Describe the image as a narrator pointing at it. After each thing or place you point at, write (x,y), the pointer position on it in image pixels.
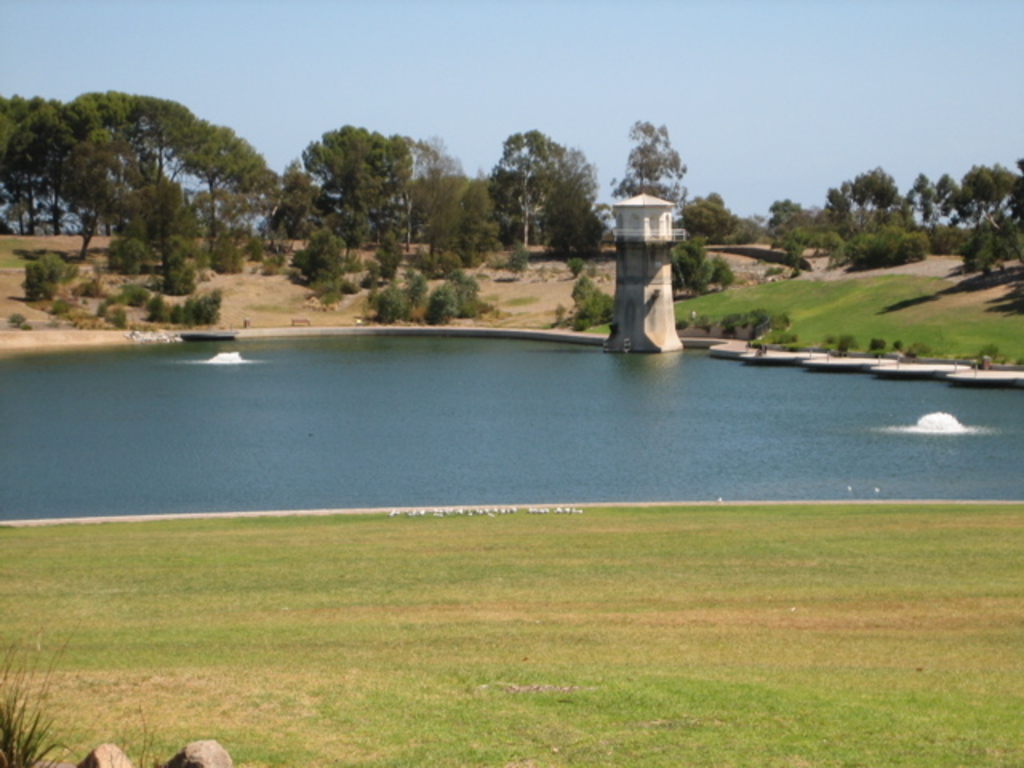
In this image we can see some trees (189,242), plants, stones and grass (139,747), also we can see a tower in the water (671,355) and in the background (450,115) we can see the sky (432,120).
